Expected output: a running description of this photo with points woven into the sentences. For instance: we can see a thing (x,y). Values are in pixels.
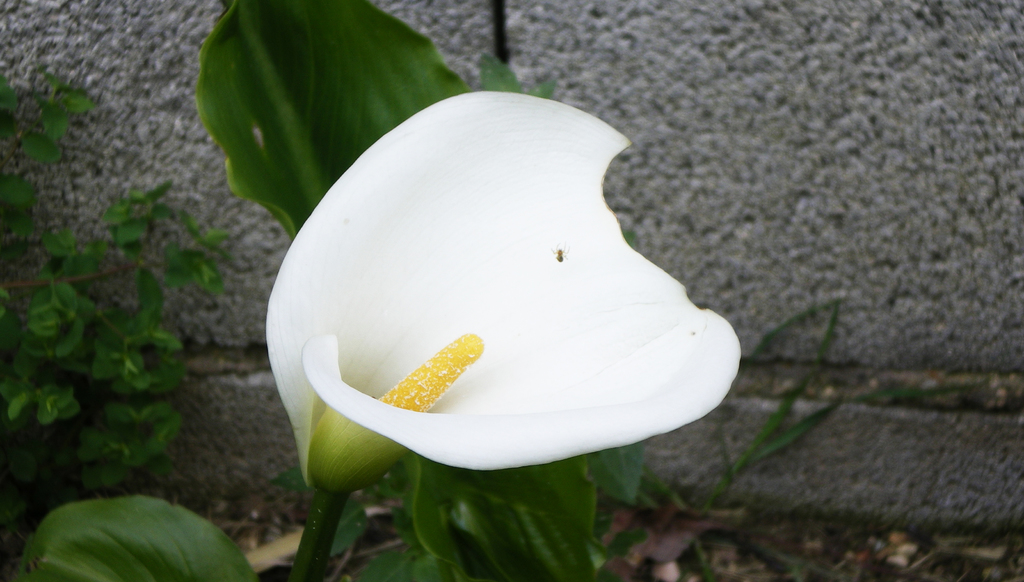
In this image we can see an insect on a flower (436,339). We can also see some plants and a wall (855,253).
